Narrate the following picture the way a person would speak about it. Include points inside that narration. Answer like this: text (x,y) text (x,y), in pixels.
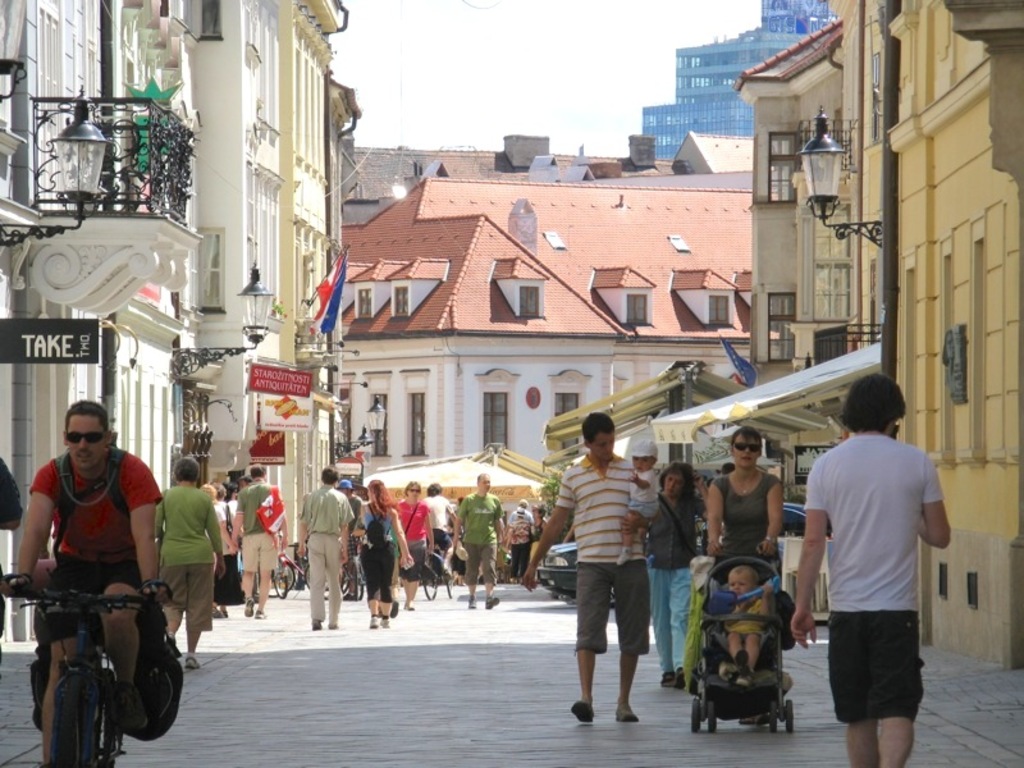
In this image i can see a outside view of an city (76,340) and there are the two persons (401,516) walking on the road (422,593) and left side (93,550) there is a person (81,545) riding on bicycle (77,635) and his wearing a red color t-shirt (68,546). And in the left side (231,142) i can see a white color building (241,182) and there is a sign board (54,332) on the left side (29,334) and there is a light lamp (84,182) on the left side of the building (48,217). And in front of the image there are the some building (564,194) on the right side (808,285) there is another building (910,301) and there is a pipe line (886,202). and right side (833,491) a man (874,527) with black color shorts (857,650) is walking on the road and in front him a woman (741,509) with gray color shirt (737,509), holding a vehicle (755,690). on vehicle (710,638) there is a baby (760,603) sitting on that.
